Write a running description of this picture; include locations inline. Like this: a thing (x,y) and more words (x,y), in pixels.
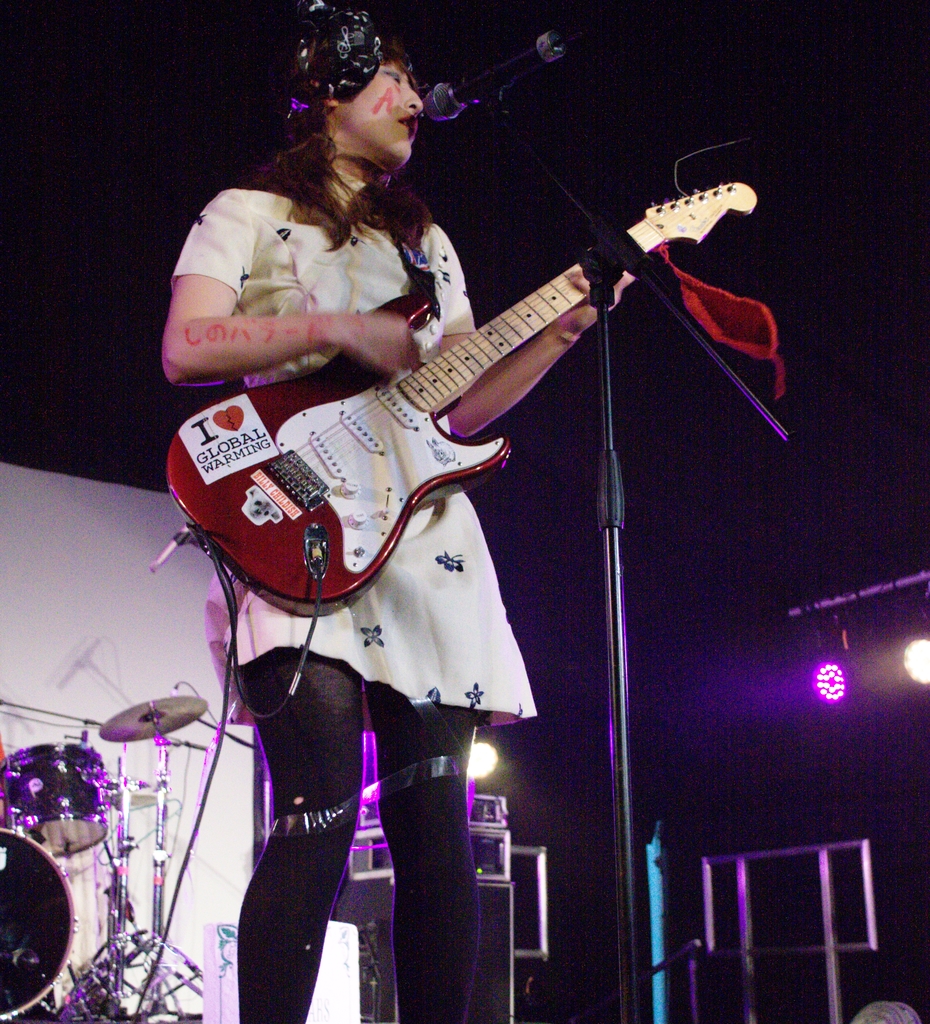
In this image there is a woman (286,974) standing and playing guitar (515,319) and she is singing. At the back (145,793) there is a drums (171,727) and speakers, at the right side of the image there are lights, and in the front (558,53) there is a microphone (544,49).
